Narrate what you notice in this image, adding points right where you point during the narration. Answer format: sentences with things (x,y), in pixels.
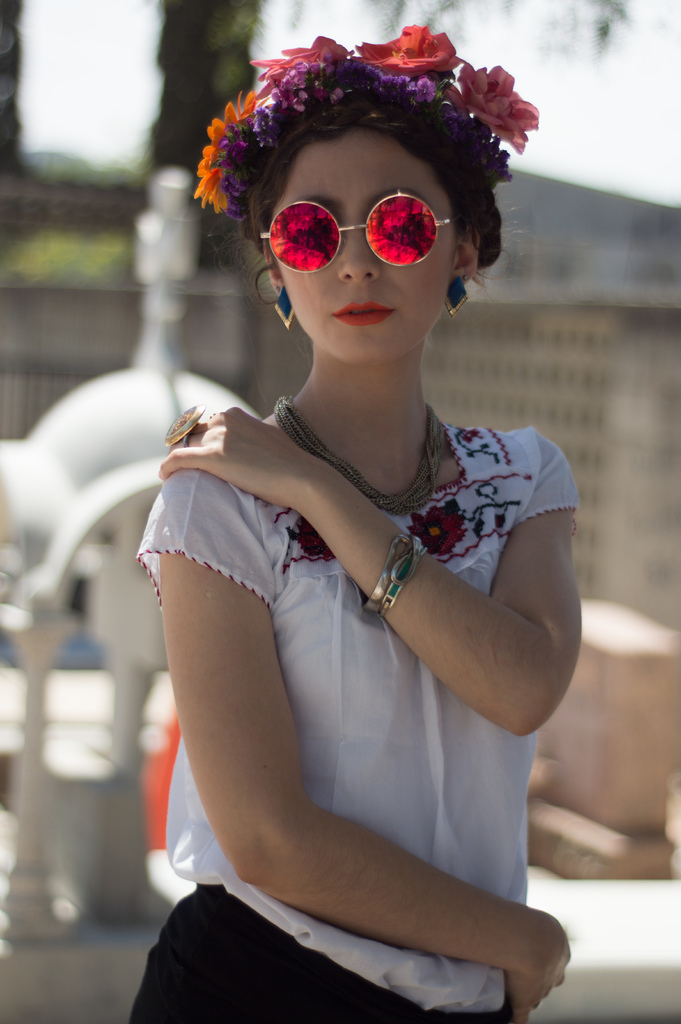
In this picture there is a girl (223,785) wearing white top (225,545) and a flower band (277,82) on the head (388,94), standing and giving a pose into the camera. Behind there is a blur background.
